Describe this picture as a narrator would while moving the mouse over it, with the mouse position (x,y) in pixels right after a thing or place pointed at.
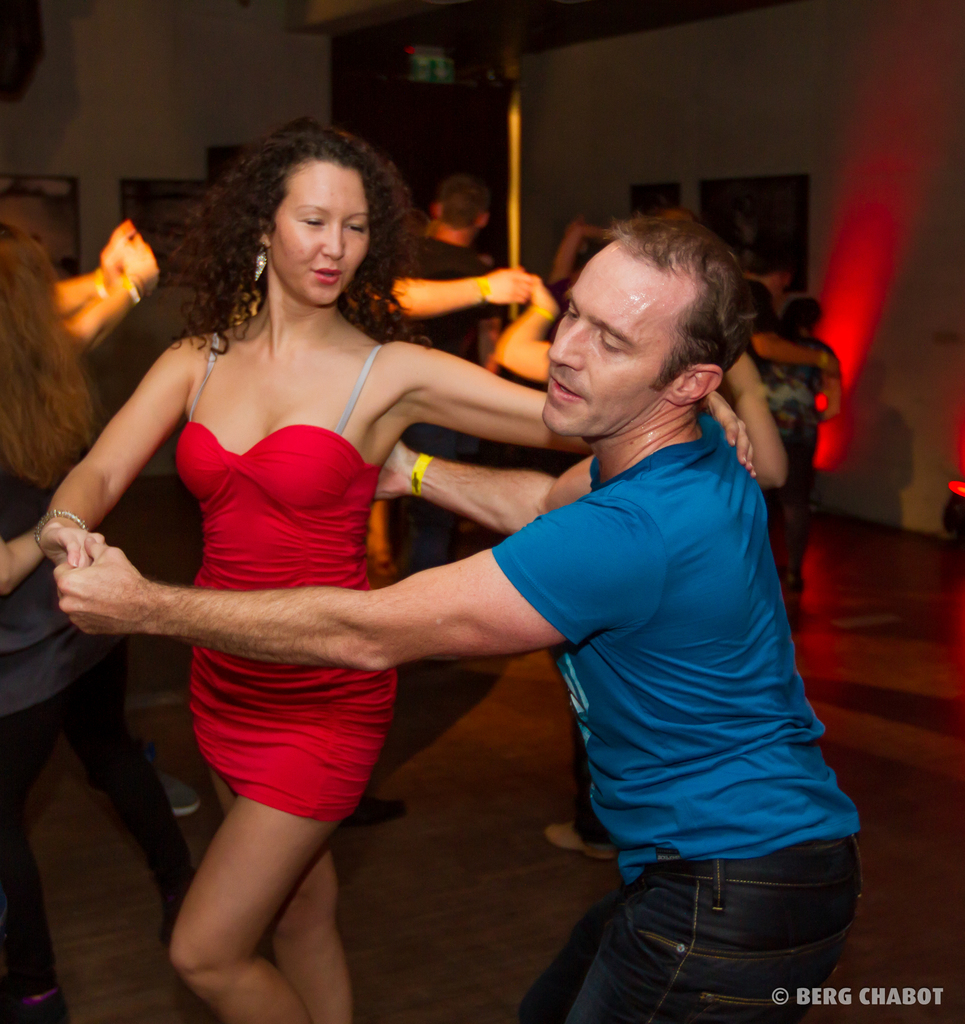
In the center of the image (484,486) there are people (257,1000) dancing. In the background of the image (584,73) there is wall (813,62).
